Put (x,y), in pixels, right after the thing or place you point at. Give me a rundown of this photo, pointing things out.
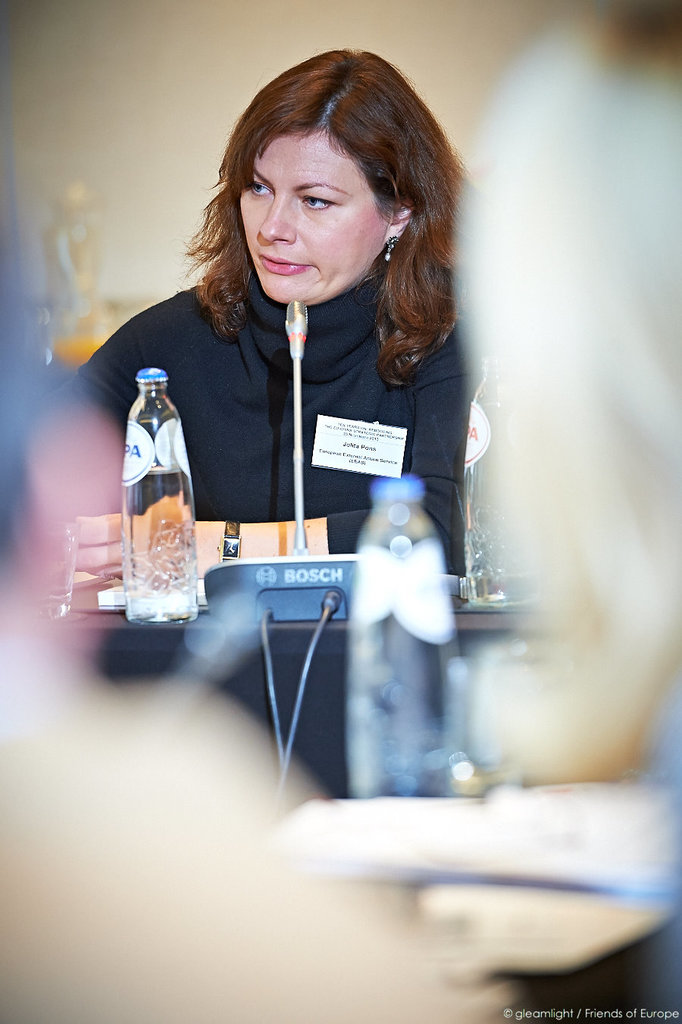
In this picture we can see woman (290,360) talking on mic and in front of her we can see bottle (179,433), papers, device (276,603) and it is blurry.
